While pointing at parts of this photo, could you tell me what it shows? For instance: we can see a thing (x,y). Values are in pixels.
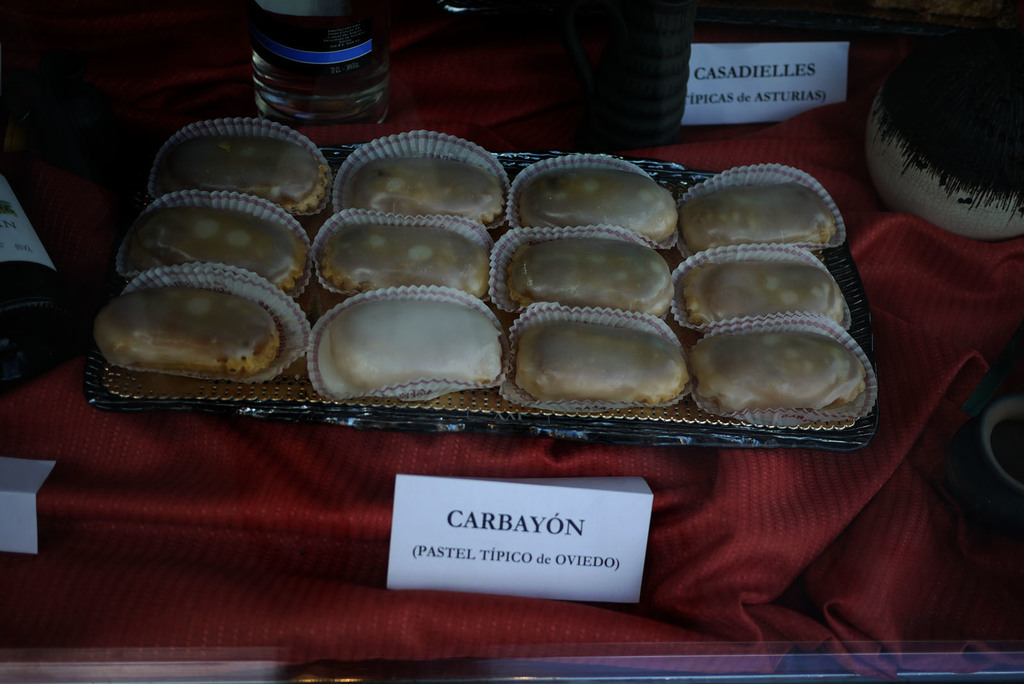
In this image we can see red color cloth (507,69). On that there is a tray (148,374) with sweets (592,366). Also there are bottles (334,108). And there are name tags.
